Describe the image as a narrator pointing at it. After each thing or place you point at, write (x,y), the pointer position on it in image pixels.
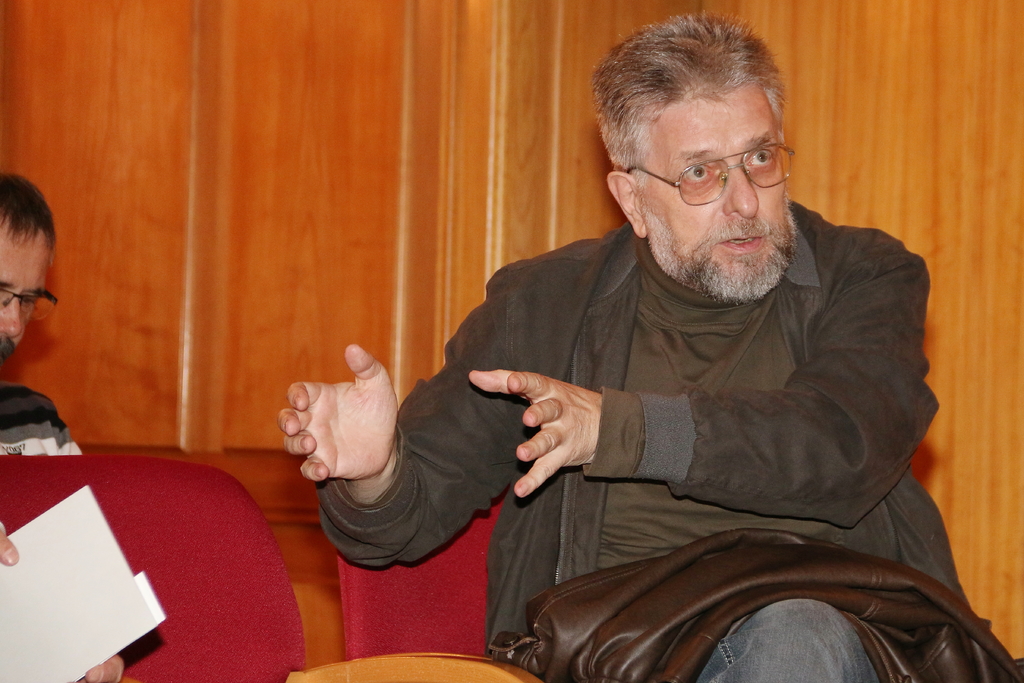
In this image there is a man (659,419) sitting on the chair (466,564). In the background (298,167) there is a wooden wall (334,176). On the left side (42,417) there is another person (45,395) who is also sitting on the chair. On the left side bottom there is a person (6,551) who is holding the card (67,594).
